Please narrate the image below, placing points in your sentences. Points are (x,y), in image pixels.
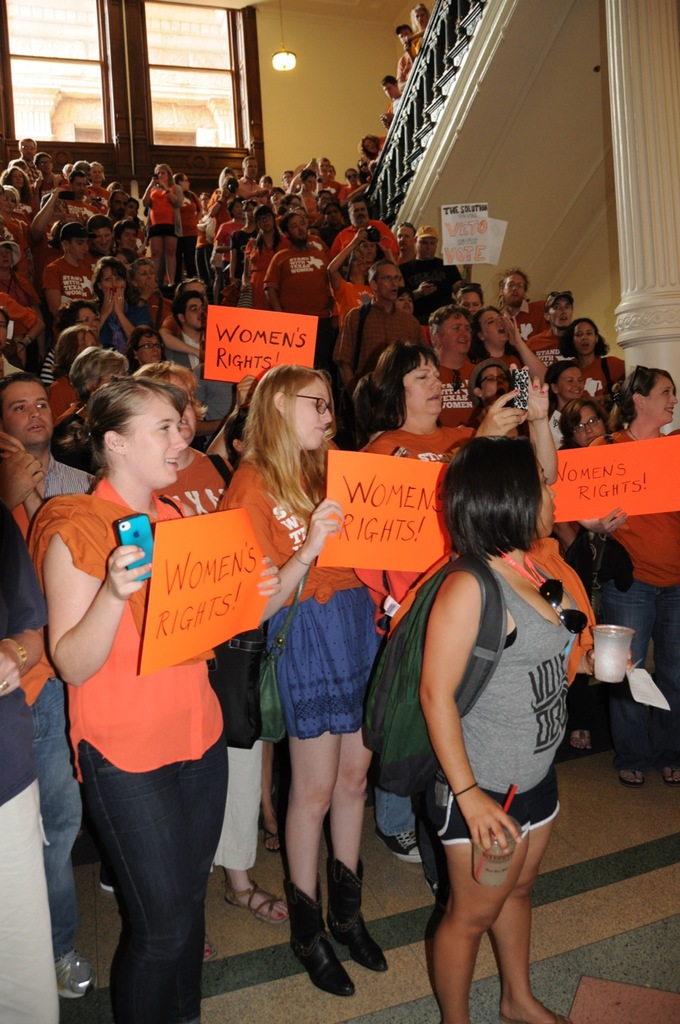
There are many people (303,299). Some are holding placard (305,353). Lady (157,448) in the left (139,575) is holding a mobile (135,532). Lady (453,593) in the front (453,670) is wearing bag (399,694) and goggles (544,596), also holding glasses (618,677) in the hand (499,815). On the right side (645,237) there is a pillar (634,156). In the back (431,117) there is a staircase (413,118). Also there are windows (175,93) and a light (284,56).
